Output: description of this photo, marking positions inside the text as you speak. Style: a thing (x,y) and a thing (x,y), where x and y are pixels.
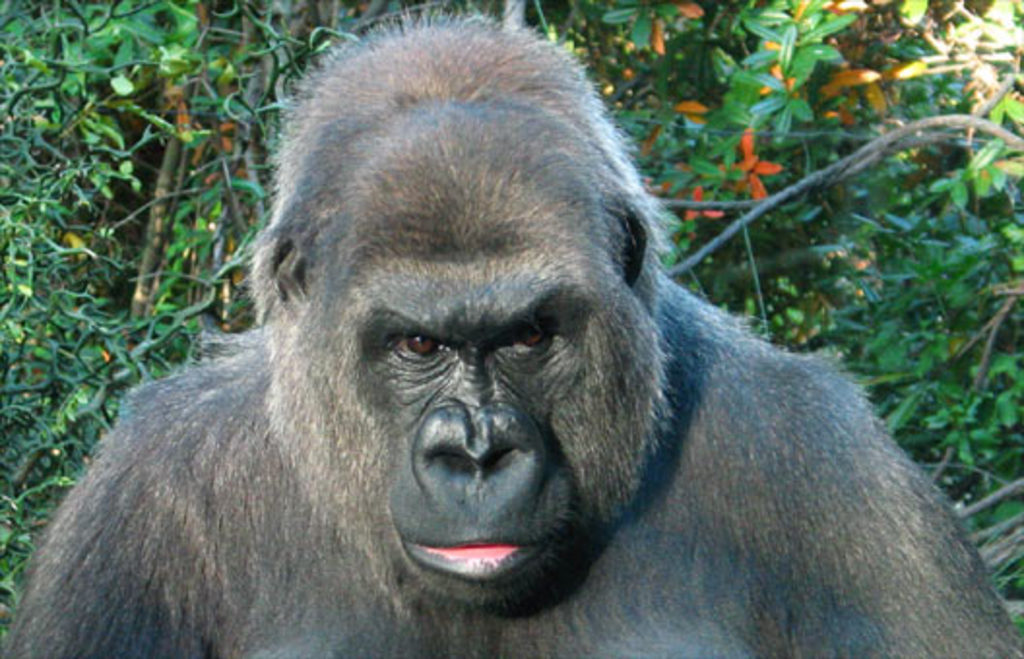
In this picture there is a gorilla (651,350) who is sitting near to the plants (833,226). On that plants (751,108) I can see some orange flowers (692,106).
